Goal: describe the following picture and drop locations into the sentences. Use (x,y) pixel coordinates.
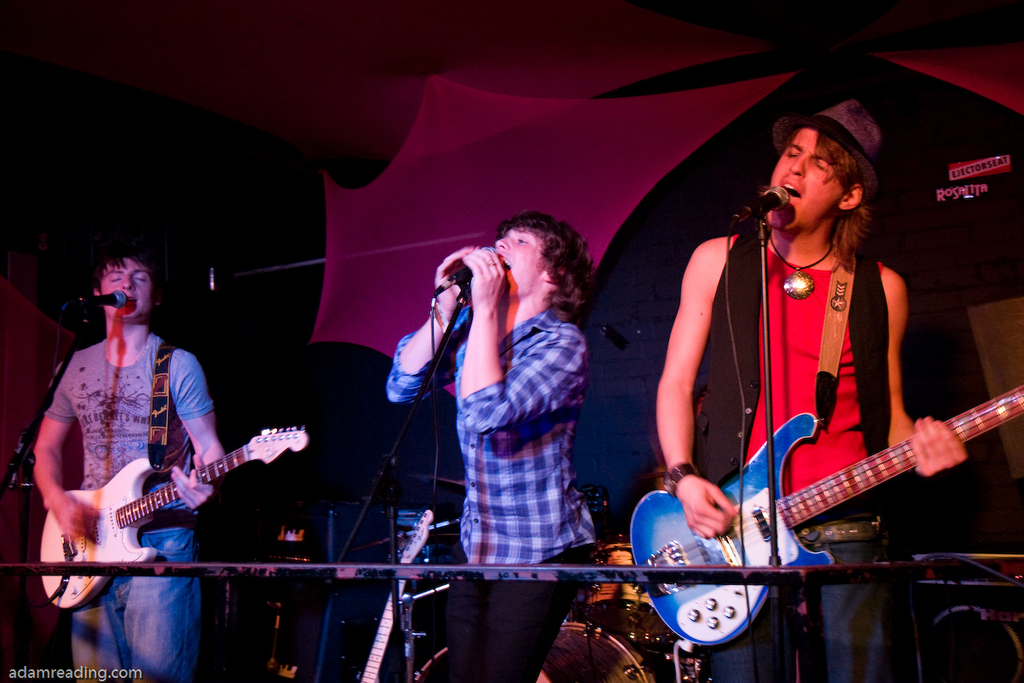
The three people (735,399) are standing on a stage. They are playing a musical instruments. On the right side (788,285) we have a person (709,281) is wearing a red color shirt (784,300). He is singing a song we can see his mouth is open.
